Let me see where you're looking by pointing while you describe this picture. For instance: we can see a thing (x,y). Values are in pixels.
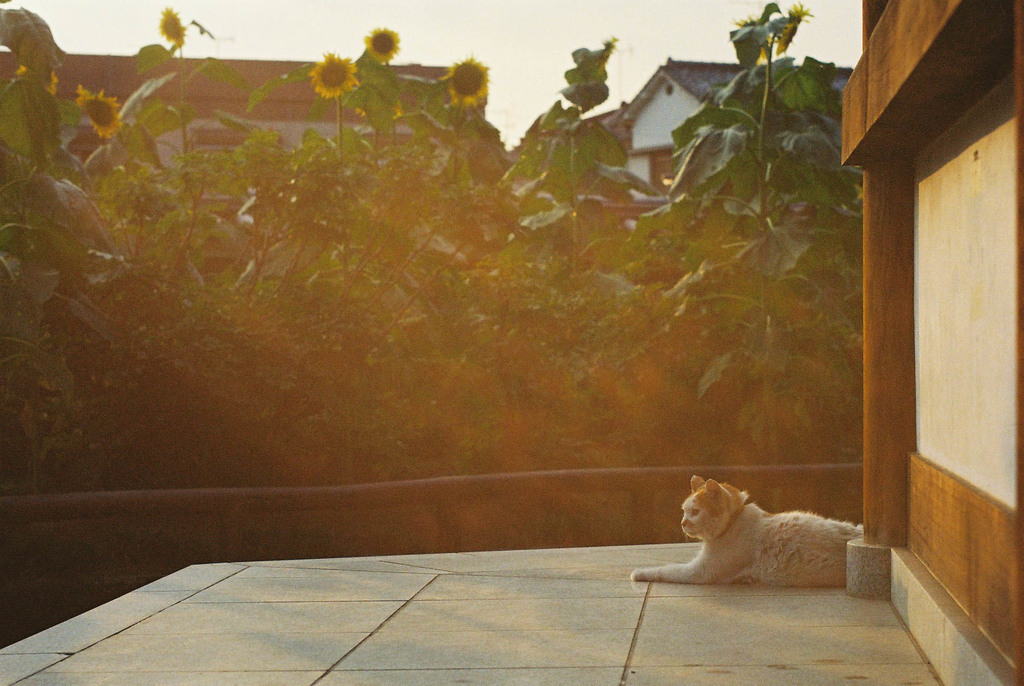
In this picture there is a cat (741,514) at the bottom side of the image (734,497) and there are houses (656,146) and flower plants (356,166) in the background area of the image (457,222).
